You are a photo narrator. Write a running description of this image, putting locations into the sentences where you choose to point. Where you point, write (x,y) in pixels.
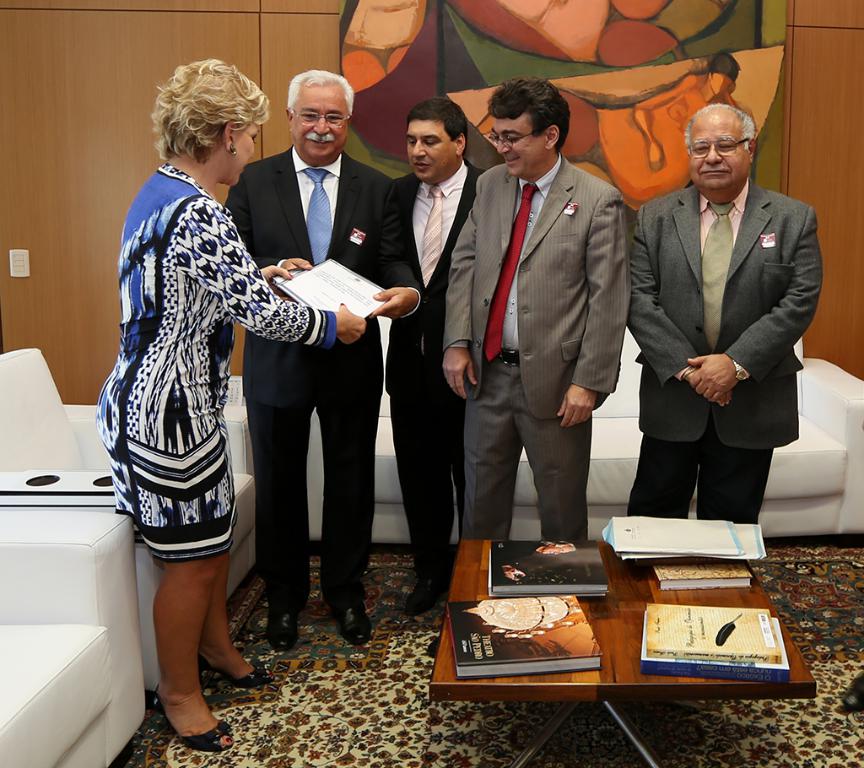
The picture is taken inside a room (664,419). There are four men (587,269) and a woman (262,328) standing in the room (463,305). All the men (538,274) are wearing suit (757,262). The lady (320,333) is giving something to the man (341,255). All of them are smiling. In the middle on the table (508,680) there are books (501,592). In the background (849,398) there is sofa (808,398). On the wall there is a painting (671,30). On the floor (297,708) there is carpet (261,713).
